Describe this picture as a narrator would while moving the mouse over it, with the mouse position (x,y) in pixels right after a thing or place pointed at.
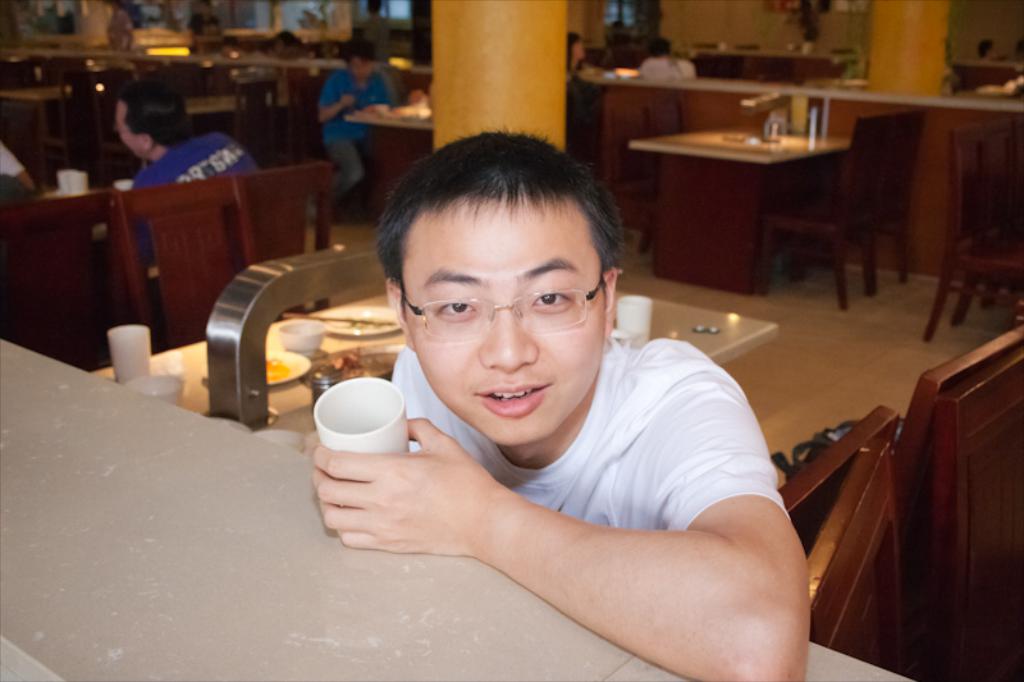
This picture is taken inside the restaurant (262,371). In this image, in the middle (467,438), we can see a person (460,421) in front of the table (200,552). On the right side (866,611), we can see some chairs (940,400). In the background (731,338), we can see a table (746,327), on the table (192,396), we can see some plates (283,375), cups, bowl (158,388) and glasses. In the background (107,245), we can also see a group of people (145,182) sitting on the chair (44,204) in front of the table (714,136), pillars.
